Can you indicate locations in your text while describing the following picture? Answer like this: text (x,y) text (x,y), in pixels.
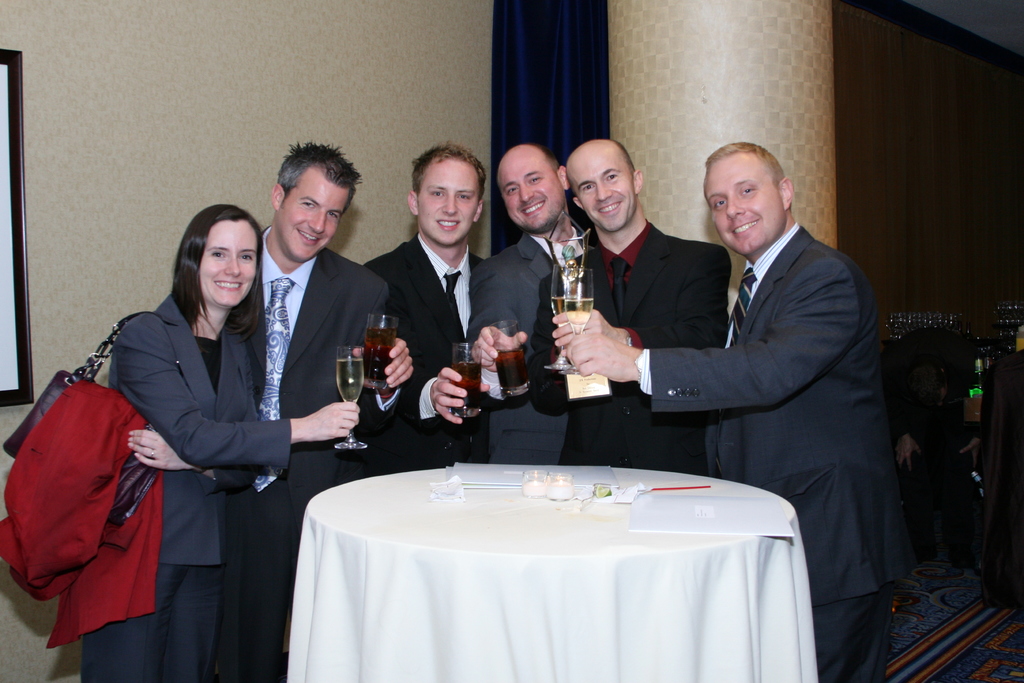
In the image we can see there are people (556,447) who are standing and they are holding wine glasses (472,391) in their hand (345,413).
